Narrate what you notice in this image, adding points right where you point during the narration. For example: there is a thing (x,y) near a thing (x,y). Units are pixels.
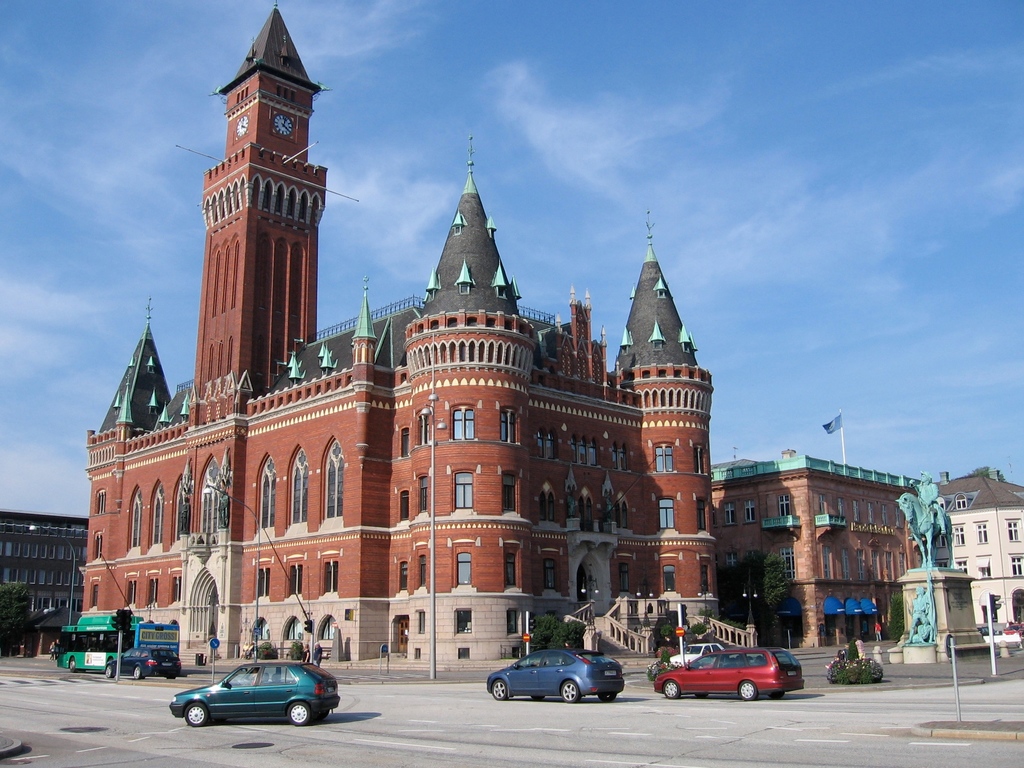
The picture is taken outside a city (325,403). In the foreground of the picture (64,638), on the road (50,746) there are cars (243,679), bus (90,631), plants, poles (953,660) and a statue (932,499). In the center of the picture (448,427) there are buildings (374,518), trees (16,600) and a flag (833,416). Sky (146,179) is clear and it is sunny. At the top (243,120) there is a clock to the building (232,134).
